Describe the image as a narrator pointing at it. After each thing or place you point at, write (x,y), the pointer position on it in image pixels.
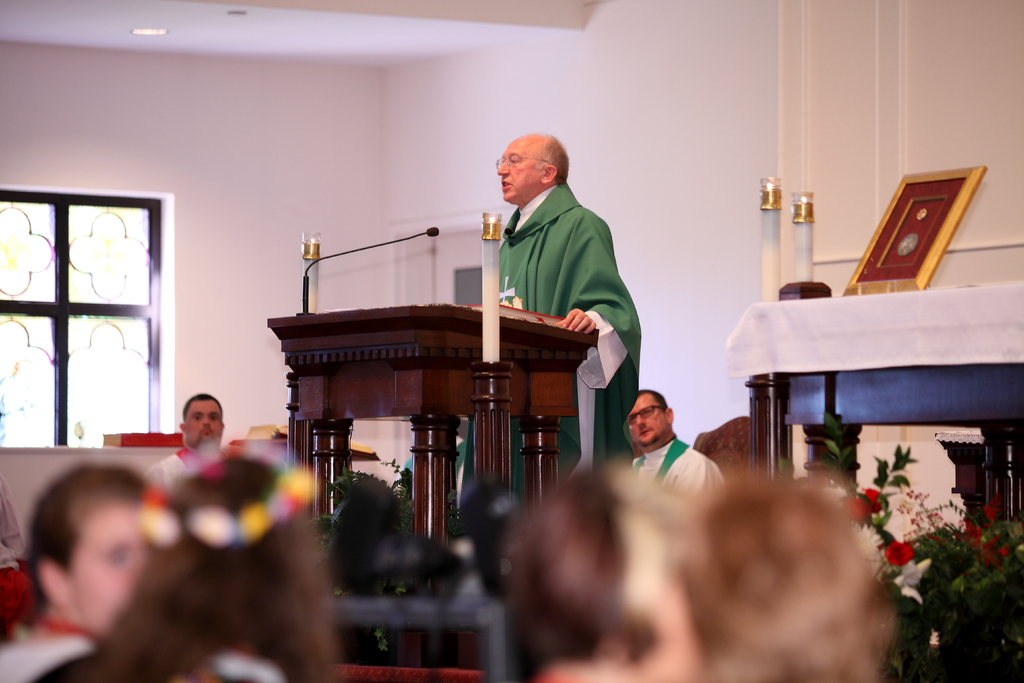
In this image we can see the person (573,267) standing and holding podium (567,365) and there are poles (499,390) with candles (488,332). In front of the person (512,444) we can see a few people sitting and there are flowers (942,584). We can see the frame (921,251) on the table (936,384) with a cloth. There are lights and window (104,287) attached to the wall (186,267).
